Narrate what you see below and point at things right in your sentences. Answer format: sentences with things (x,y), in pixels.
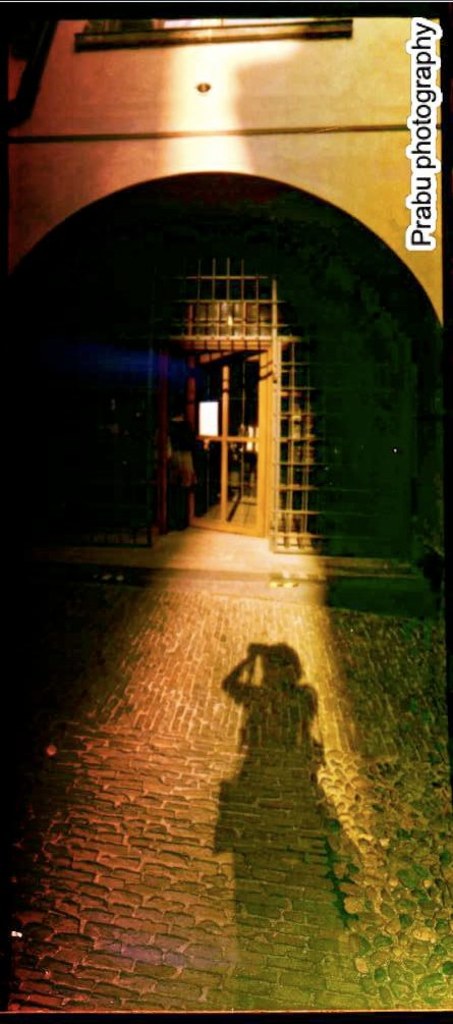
In this image there is a house (238,220). There is a grill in front of the house (211,233). There is a door (236,374) to the wall (335,97) of the house (309,220). At the bottom (122,725) there is the ground (276,618). On the ground (163,635) there is a shadow (261,743) of a person (267,761). In the top right (425,97) there is text (420,132) on the image.
